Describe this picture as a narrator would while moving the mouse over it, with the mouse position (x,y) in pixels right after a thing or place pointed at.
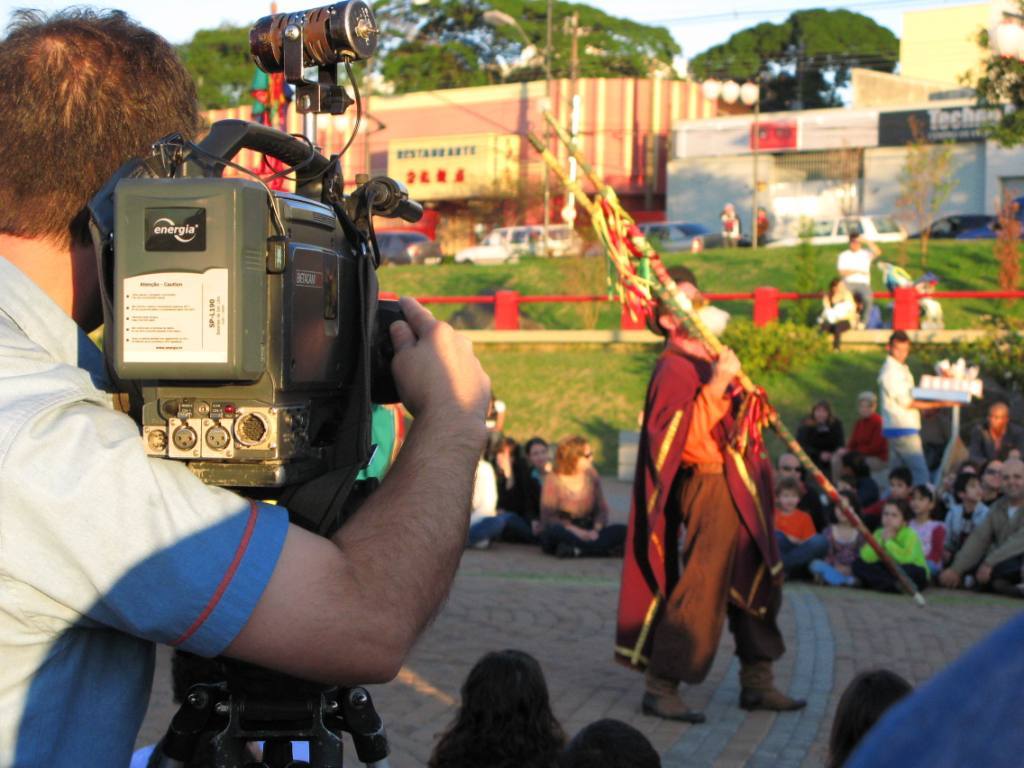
In this picture there is a camera man (99,406) covering a parade (744,418) in which a man (663,321) stood with a stick (752,389). There are people (927,507) around him. There is a patch of grass (586,434) behind people (865,409) and few plants (808,351). There is a barrier (771,312) in red. In the background (713,235) there are few stores (687,207) and there are few cars (674,236).
